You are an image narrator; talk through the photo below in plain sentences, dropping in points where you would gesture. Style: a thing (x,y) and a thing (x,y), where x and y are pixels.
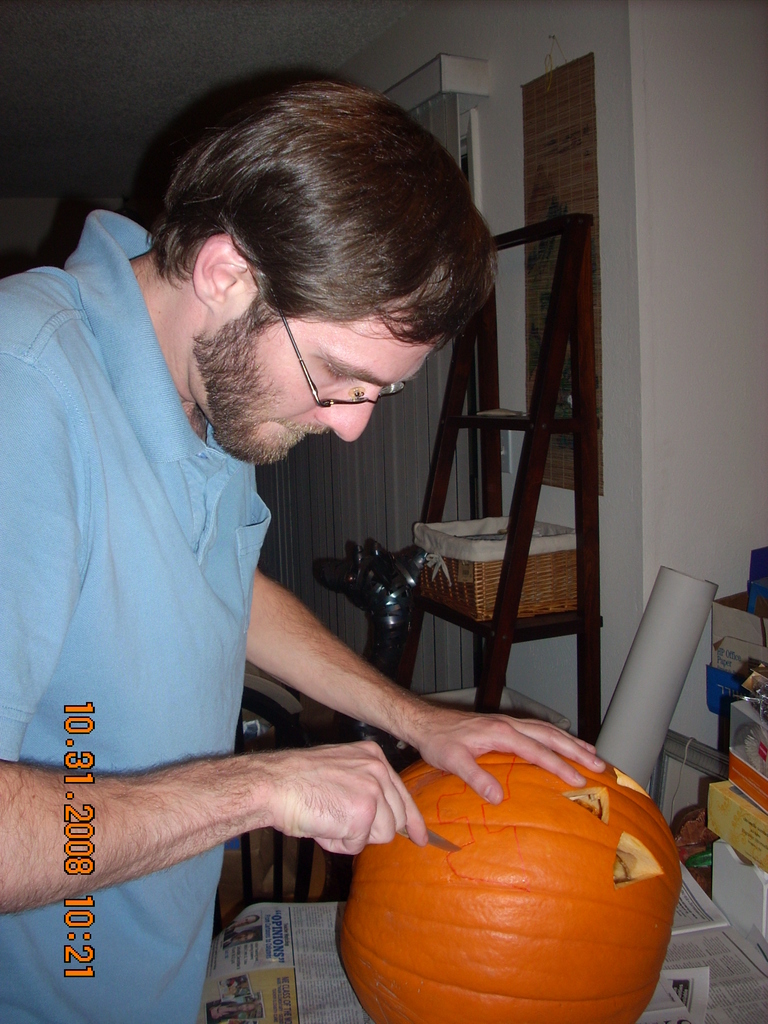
In this picture we can see a man (180,1018) wore spectacle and holding a knife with his hand (377,771) and cutting a pumpkin (399,879) placed on papers (682,881) and in the background (458,565) we can see a ladder (526,518), basket (532,563), curtain (405,448), wall (676,306).
